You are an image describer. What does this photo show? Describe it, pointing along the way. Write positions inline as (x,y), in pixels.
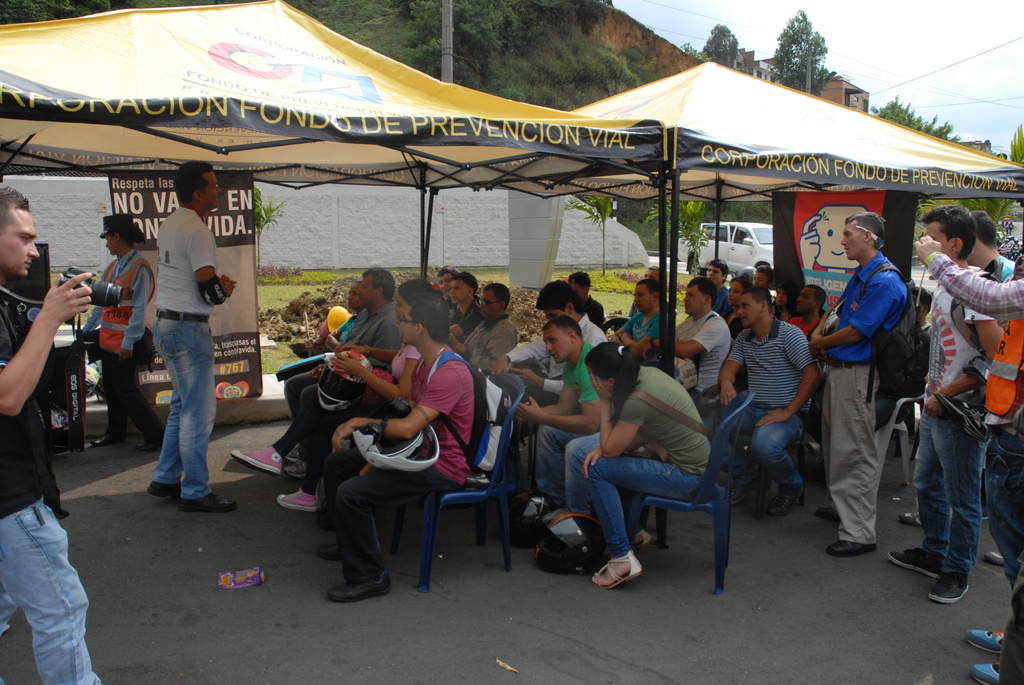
This image is taken outdoors. At the bottom of the image (243,621) there is a road (687,563). At the top right of the image (914,50) there is a sky (727,9) with clouds (864,60). In the middle of the image (638,429) there are two tents (254,167) and many people (512,346) are sitting on the chairs (713,469) and a few (1010,350) are standing on the road (140,608) and there is a board (229,338) with a text (250,352) on it. On the left side of the image (53,623) a man (41,629) is standing and he is holding a camera (94,289) in his hands (66,298). In the background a car (706,230) is parked on the road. There is a wall (362,232) and there is a ground (262,310) with grass (627,300) on it and there are a few trees (484,72) and plants (514,53).
